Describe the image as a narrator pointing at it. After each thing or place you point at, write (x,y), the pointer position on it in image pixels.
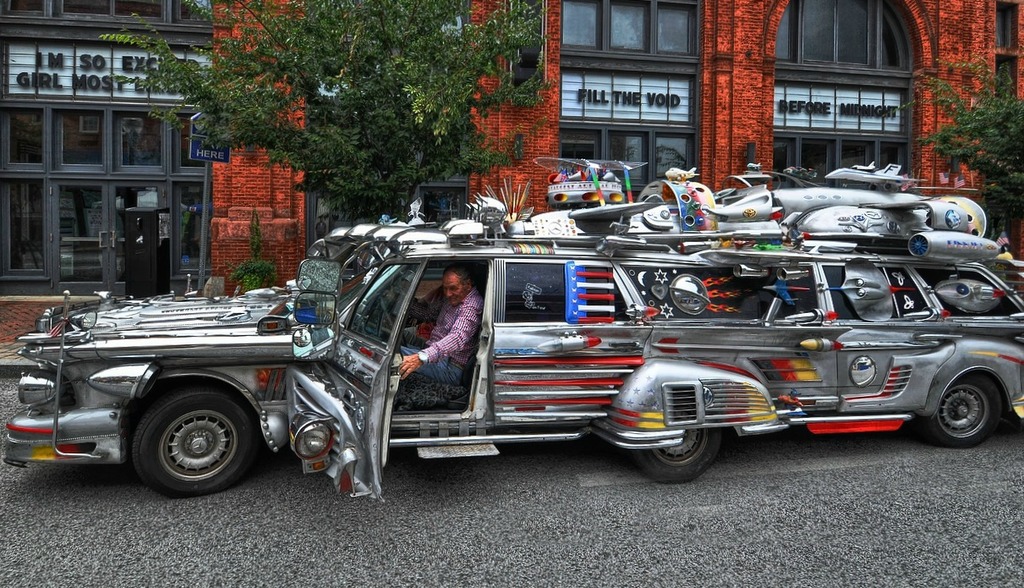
In the center of the image (567,215) there is a car (378,314). There is a person (458,316) sitting in it. At the bottom of the image (584,534) there is road (538,514). In the background of the image (102,207) there is a building (246,239). There are trees (448,77).
